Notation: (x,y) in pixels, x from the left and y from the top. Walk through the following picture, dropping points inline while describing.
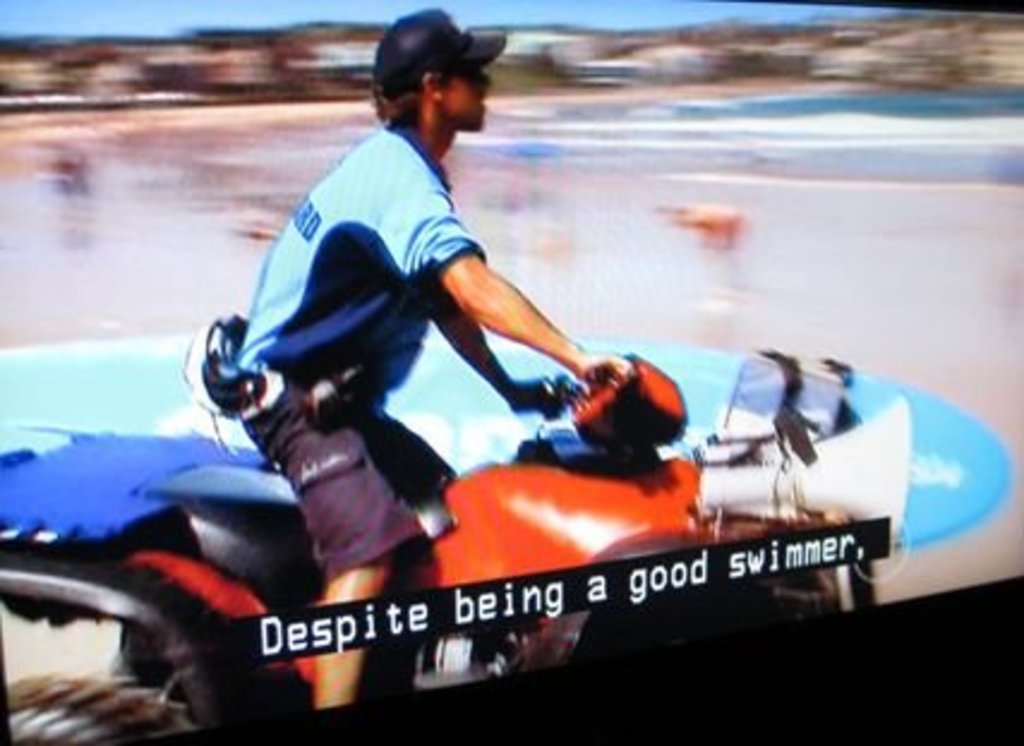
In this picture there is a man (379,414) riding the bike (514,506). At the back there is a surfboard (711,422) and there is water (907,163) and there are might be buildings (577,43). At the top (453,11) there is sky (491,0). At the bottom (603,599) there is text (551,613).
